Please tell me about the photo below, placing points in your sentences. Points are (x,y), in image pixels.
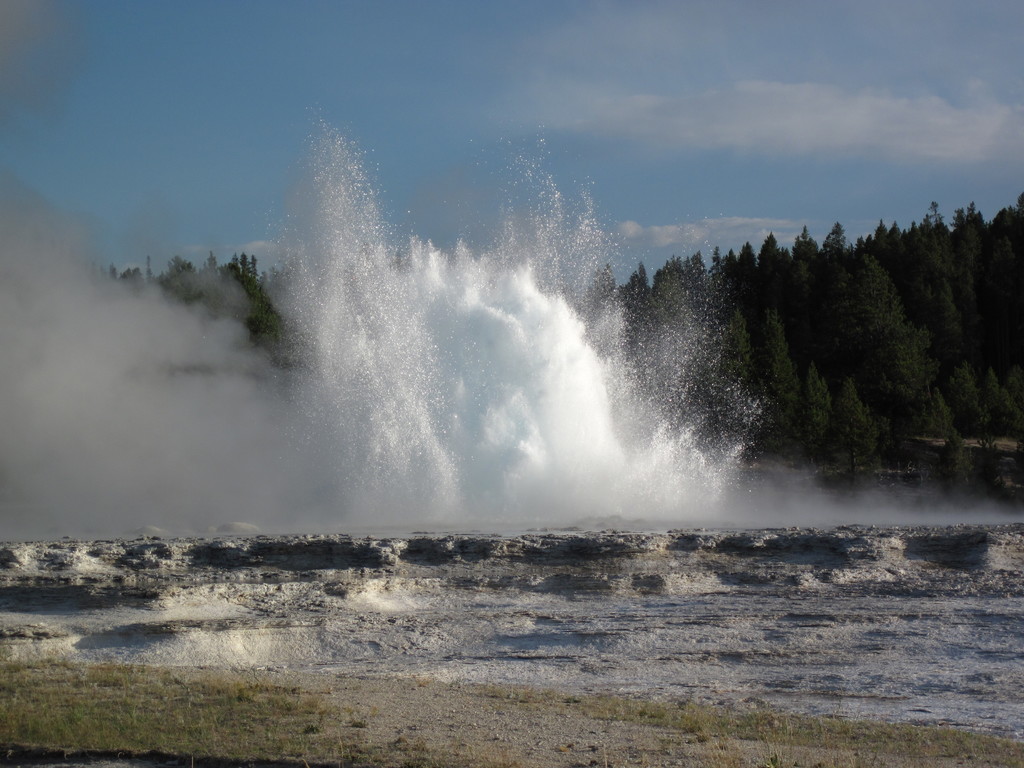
This image is taken outdoors. At the bottom of the image (183,621) there is a ground (817,575). In the middle of the image (422,373) there is a water splash (447,408). In the background (723,320) there are many trees (846,418). At the top of the image (755,180) there is a sky (165,100) with clouds (624,127).
